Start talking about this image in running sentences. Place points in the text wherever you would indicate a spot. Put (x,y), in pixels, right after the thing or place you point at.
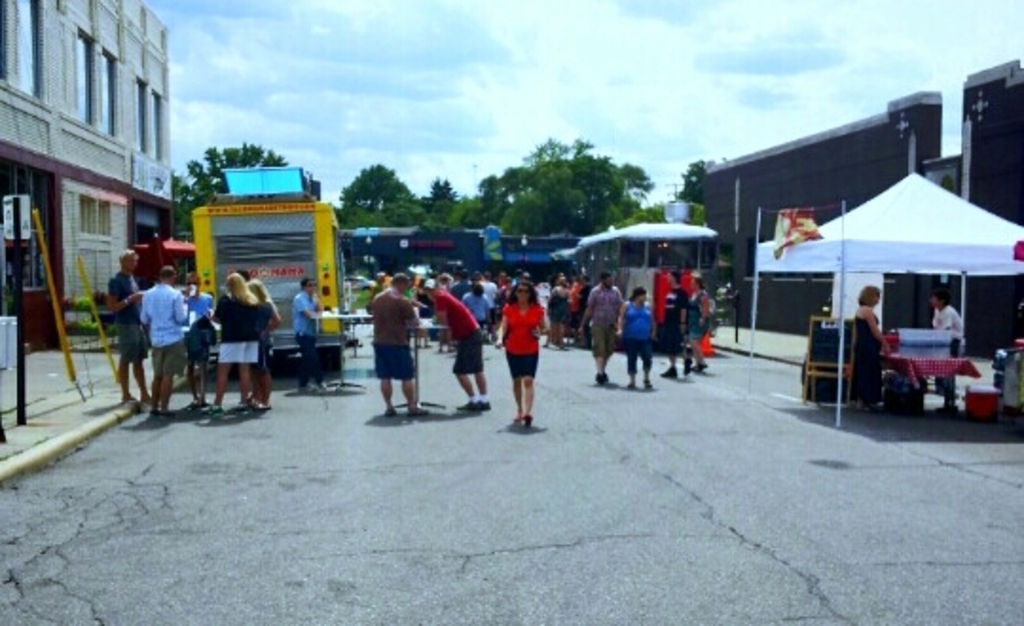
The picture is clicked outside a city. In the center of the picture (377,359), on the road (344,536) there are people (502,323), trucks (587,256), tent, trees (372,228) and other objects (458,235). On the left (51,216) there are buildings (18,121), footpath (37,359) and pole (15,203). On the right (840,157) there are buildings (890,293), tent (911,236) and people (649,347).
